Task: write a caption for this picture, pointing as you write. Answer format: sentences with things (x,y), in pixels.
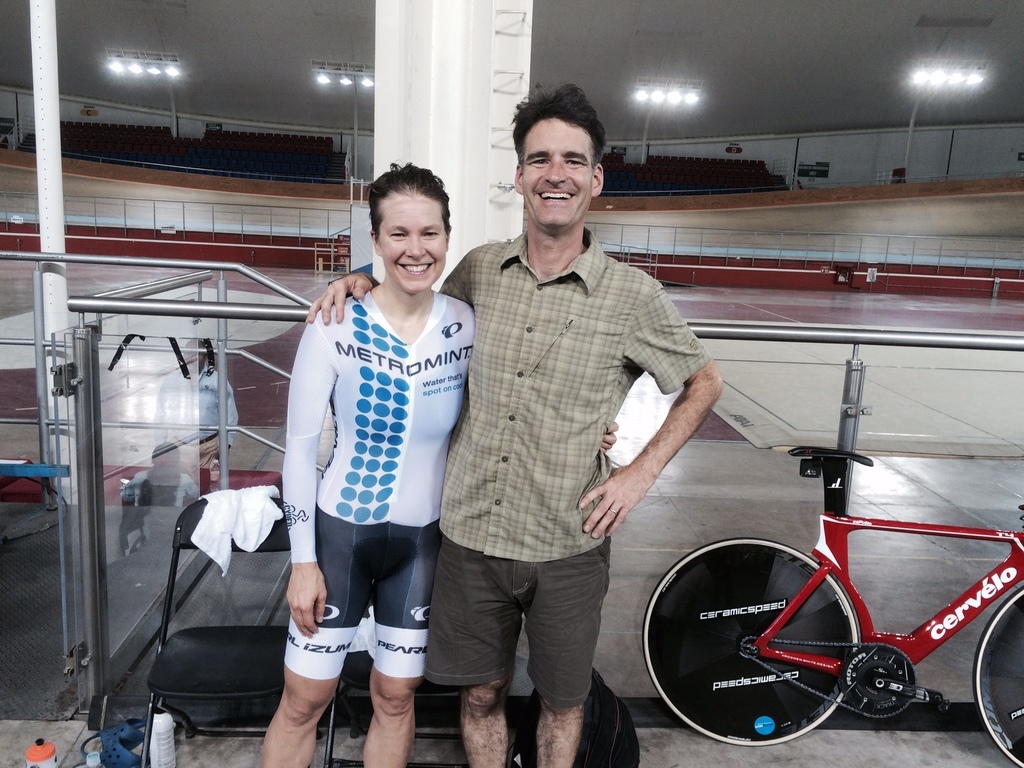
In this image we can see a man (599,549) and a woman (333,374) standing and smiling. We can also see the chairs (281,532), towel (202,529), bottles (171,741), footwear (123,734), bicycle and also the railing (893,341). We can also see the pillar (450,45), floor (835,349), lights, ceiling (863,100), wall (970,162) and also the seats (329,146).
